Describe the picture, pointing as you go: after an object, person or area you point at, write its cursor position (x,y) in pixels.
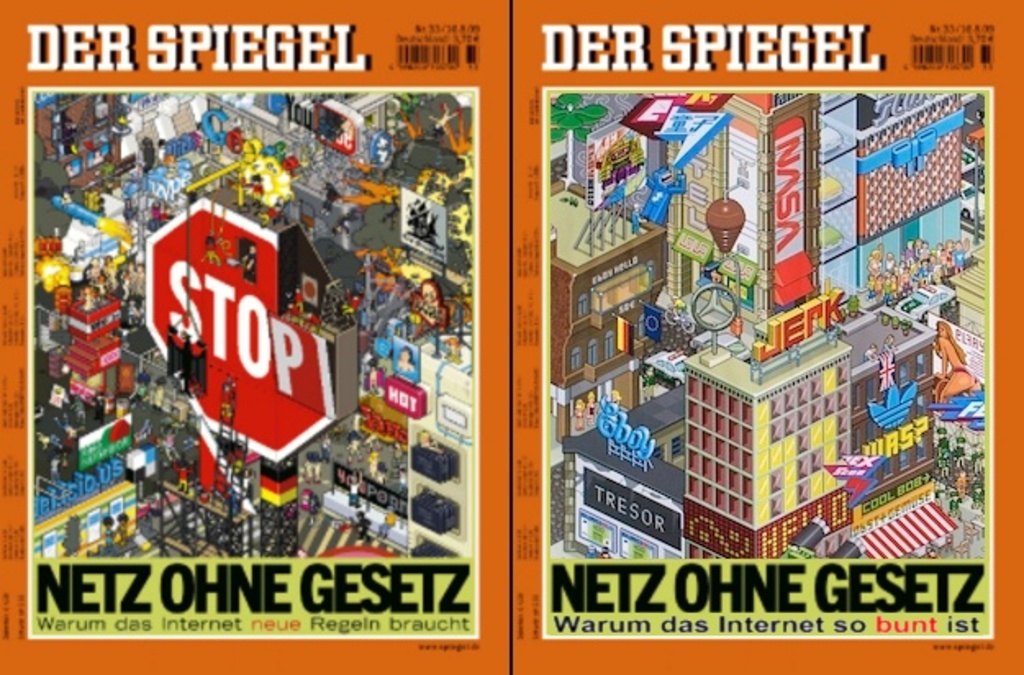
In this image, we can see two posters (496,335) having some paintings (627,309). On the right side (885,540), we can see some buildings (910,329) and hoardings (876,498), flags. On the left side (229,277) image, we can also see some hoardings (223,326), toys (424,320).
